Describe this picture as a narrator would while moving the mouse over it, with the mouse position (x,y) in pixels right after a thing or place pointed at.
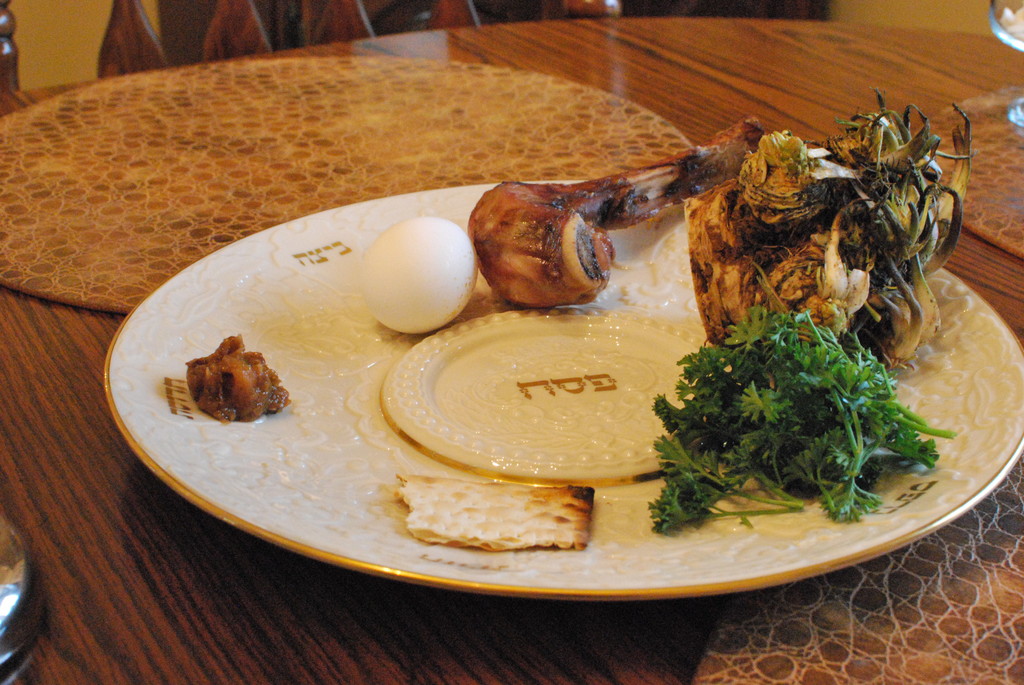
In this picture we can see a table (202,616), there is a plate (250,506) present on the table (213,601), we can see some food (706,334), an egg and parsley leaves (817,425) present in this plate (816,505).
